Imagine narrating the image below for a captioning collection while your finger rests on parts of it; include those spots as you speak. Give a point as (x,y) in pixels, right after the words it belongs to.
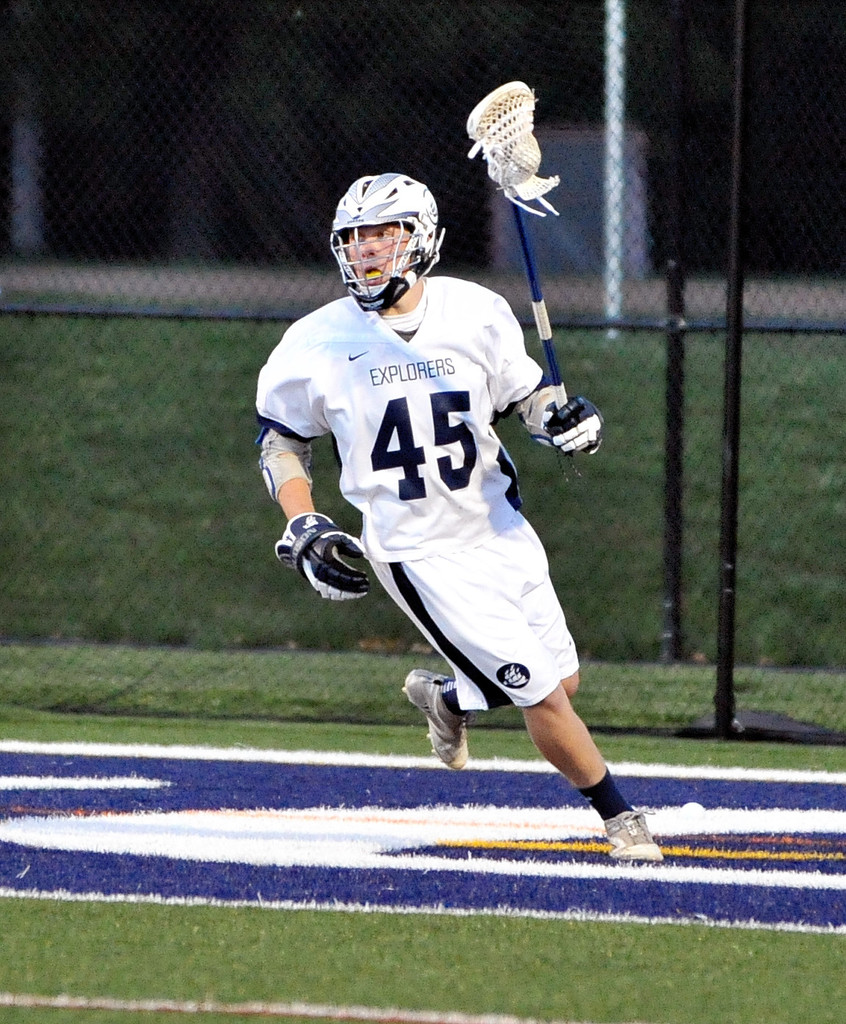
In this image I can see a person (323,564) running in a stadium (590,871). He is wearing a helmet (349,199), shoes (406,693) and holding a bat like object (522,218) in his hand (579,403).
